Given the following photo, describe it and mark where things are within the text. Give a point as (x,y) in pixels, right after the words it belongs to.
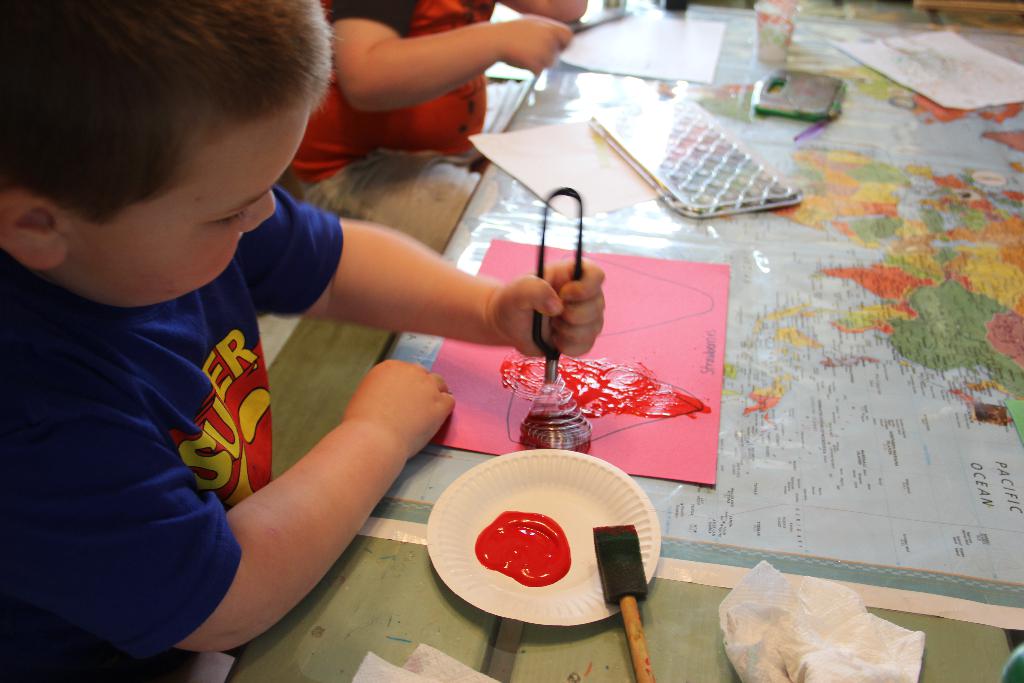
The boy (228,400) in blue T-shirt (216,357) is holding something (540,400) in his hand (521,324). He is painting on the pink color card (629,362). Beside the card (665,377), we see a plate (576,625) on which red paint (553,550) and brush (616,597) are placed. Beside him, the boy (434,103) in the red shirt (424,122) is holding a painting brush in his hands (552,26). In front of them, we see a table (816,435) on which charts of world map (859,368), papers (649,193), card (652,359), watercolour (663,156), glass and tissue papers (857,625) are placed.
